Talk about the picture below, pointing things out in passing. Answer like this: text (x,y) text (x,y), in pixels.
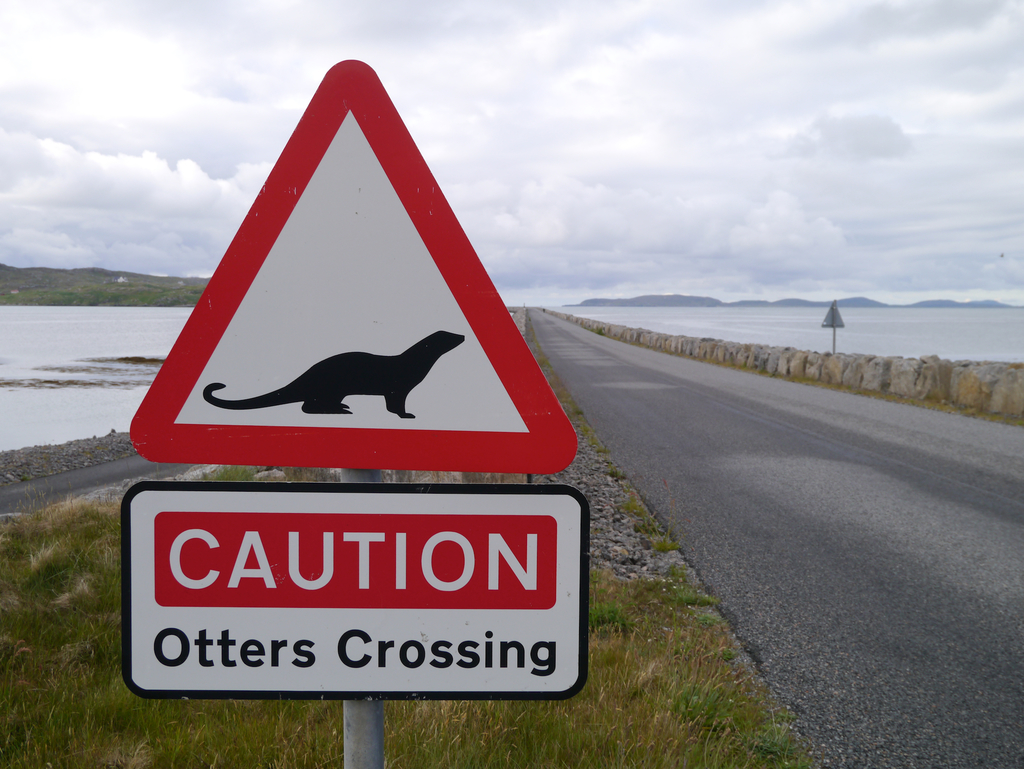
There is a signboard (274,317) and a hoarding (418,536) attached to the pole (377,752) near grass (104,736) on the ground (597,698). On the right side (935,697), there is a road (782,399) near a small wall (850,366). In the background (780,324), there is water (954,336), mountains (63,301) and clouds (566,47) in the sky (873,177).
